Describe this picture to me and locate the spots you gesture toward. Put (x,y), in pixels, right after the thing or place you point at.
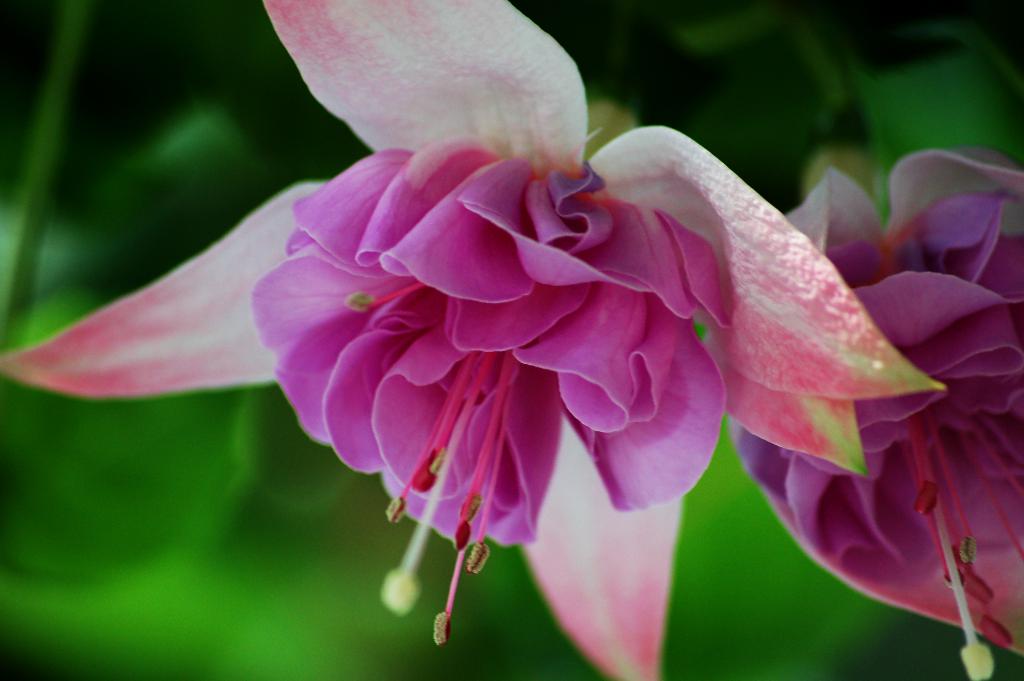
In this image, we can see some flowers (595,488) and the background (202,514) is blurred.
